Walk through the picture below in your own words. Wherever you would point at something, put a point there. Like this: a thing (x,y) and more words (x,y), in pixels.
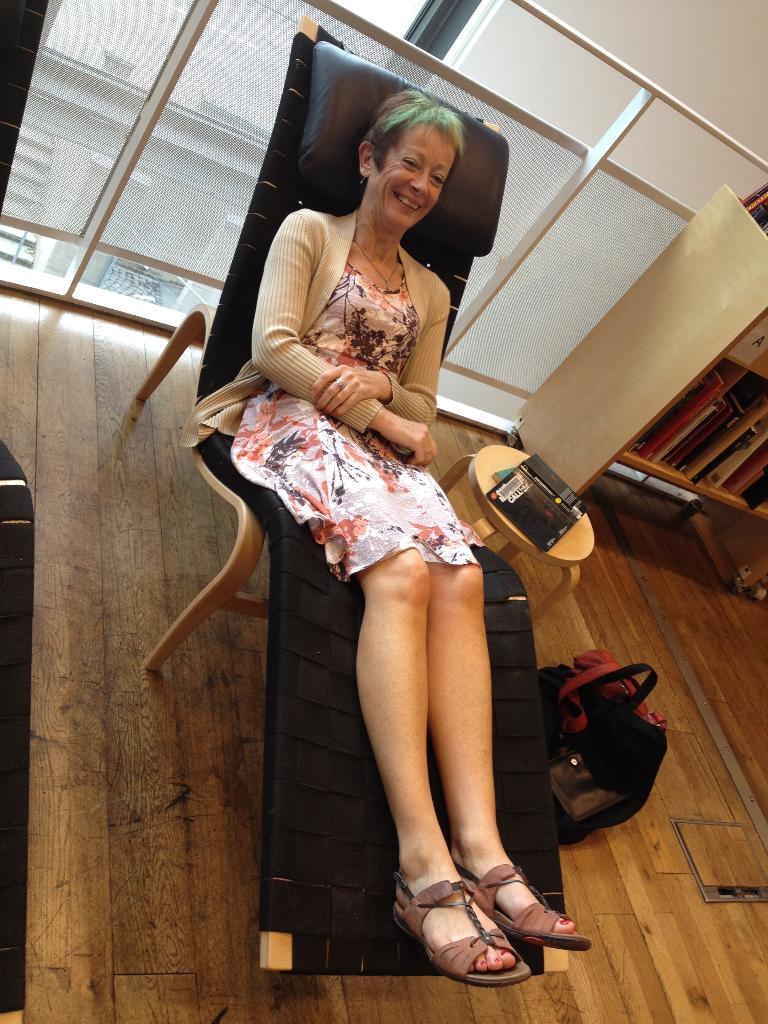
In this image in the center (381,446) there is a woman (377,487) sitting on a chair (309,544) and smiling and on the right side (513,451) there is a stand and on the stand (493,511) there is an object (535,521) which is black in colour and there is a shelf (709,370) and in the shelves (664,373) there are objects (702,432) and there are bags (619,744) on the floor (672,706) which are red and black in colour. On the left side (7,578) there is an object (11,596) which is black in colour and in the background (243,52) there is a railing (189,118) and behind the railing (194,160) there is a building (209,141) and the railing (172,167) is made up of metal mesh (194,209).
